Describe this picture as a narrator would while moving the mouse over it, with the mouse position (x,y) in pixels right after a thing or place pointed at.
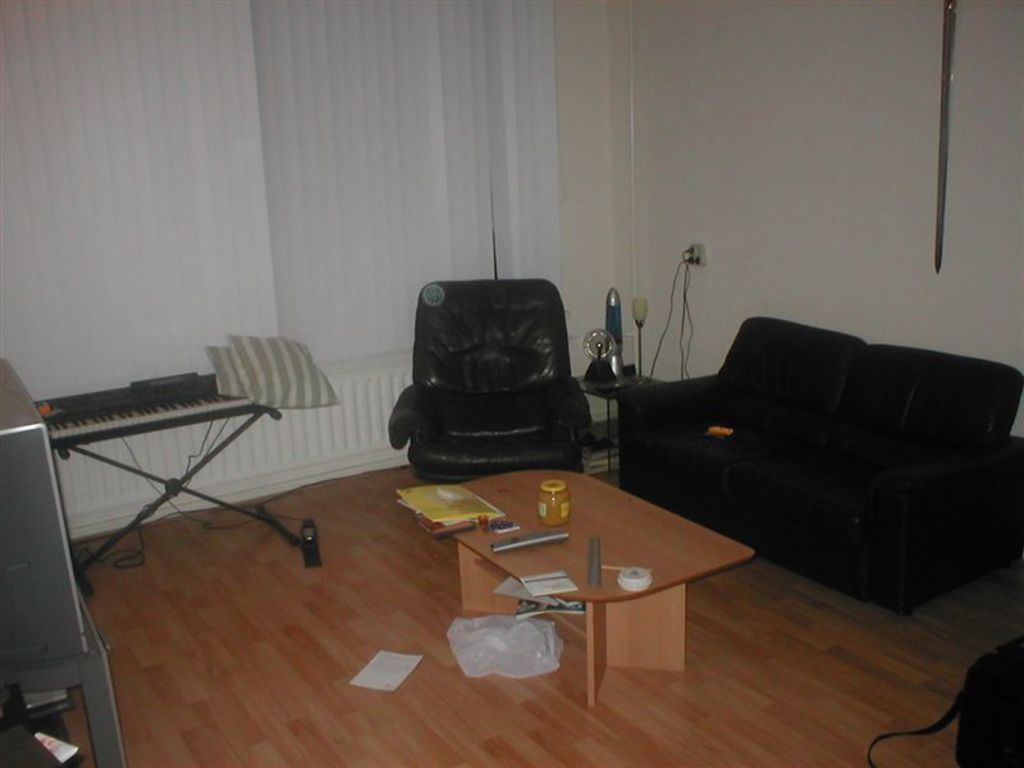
In this room i can see a couch (803,484), musical instrument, bottle (557,514), remote (517,541) on top of the table (582,536) and white curtain (301,130).
